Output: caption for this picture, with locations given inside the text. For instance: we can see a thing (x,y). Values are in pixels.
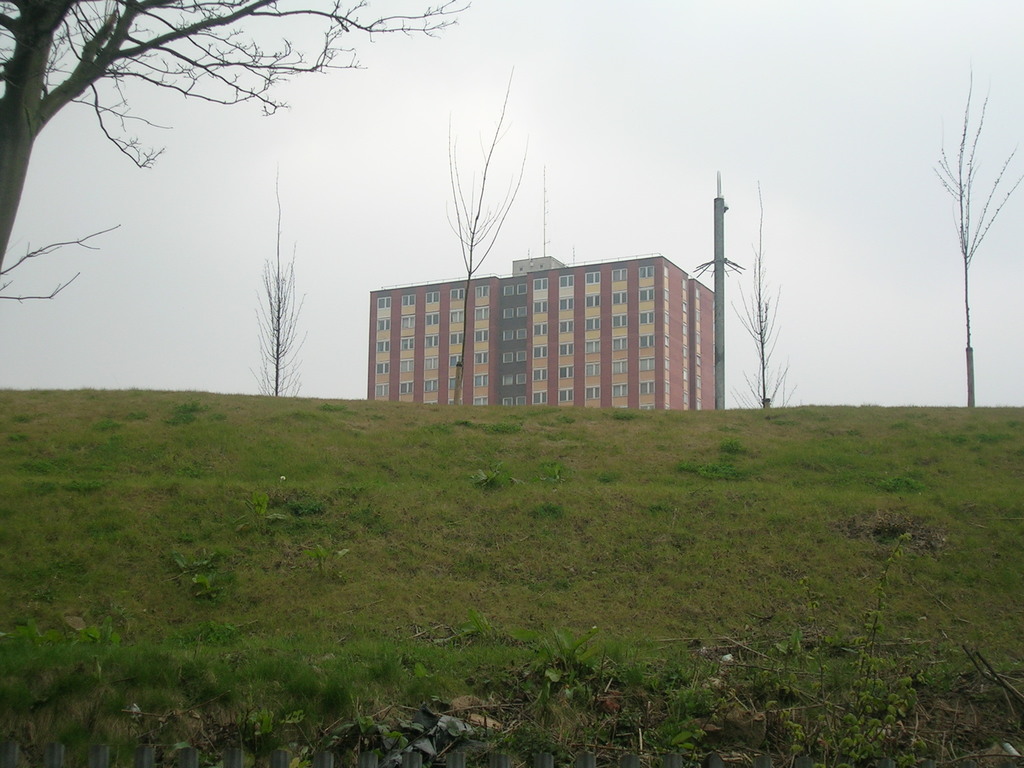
This picture is clicked outside. In the foreground (342,480) we can see the green grass (674,536) and a tree (59,94). In the center (548,293) there is a building (606,317), pole (716,383) and some other items (276,387). In the background (811,112) there is a sky (677,93).
